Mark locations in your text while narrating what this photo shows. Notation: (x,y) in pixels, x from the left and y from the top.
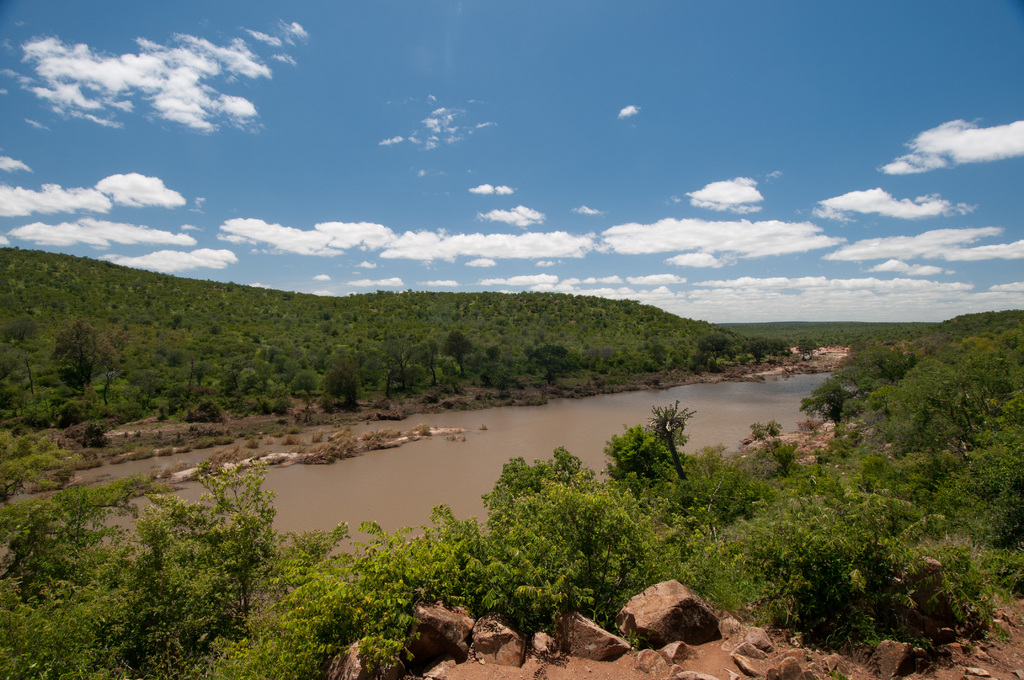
In the center of the image (460,426) there is water (415,453). In front of the image there are rocks (695,613). In the background of the image (558,331) there are trees (455,332), clouds (667,247) and sky (666,42).
